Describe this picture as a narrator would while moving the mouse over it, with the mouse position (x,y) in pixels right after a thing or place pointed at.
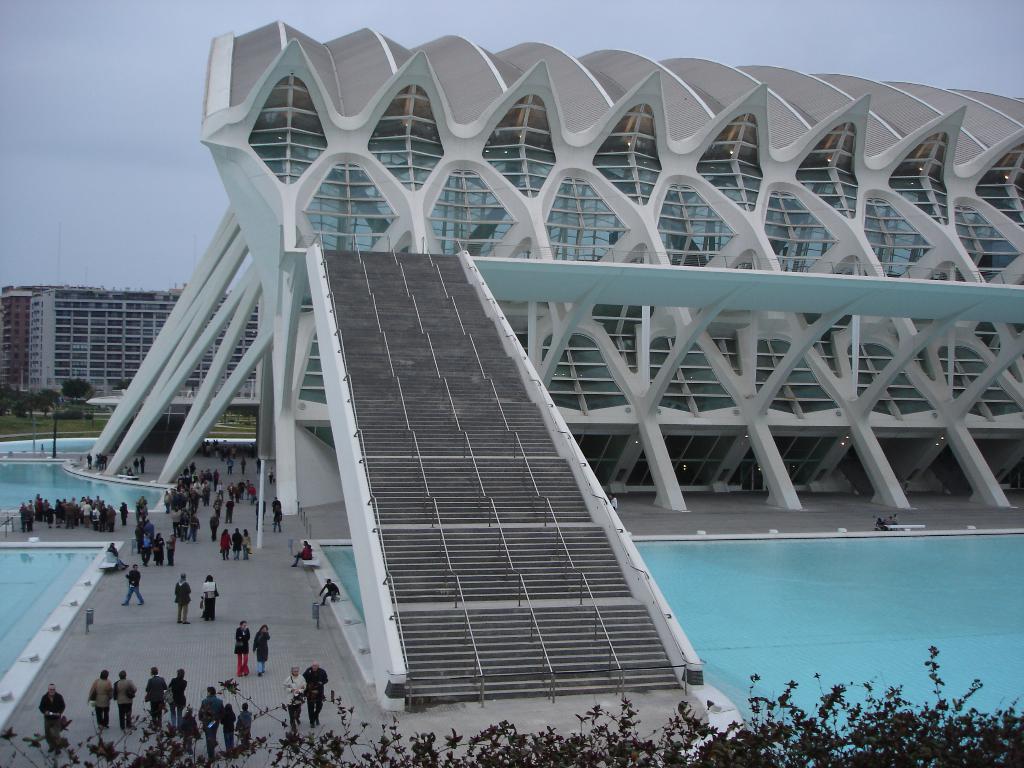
In this image I can see few buildings (407,181), swimming pools (15,500), few trees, stairs (437,385), railings (504,314) and here I can see number of people (36,498) are standing. In the background (58,165) I can see the sky (147,118).
